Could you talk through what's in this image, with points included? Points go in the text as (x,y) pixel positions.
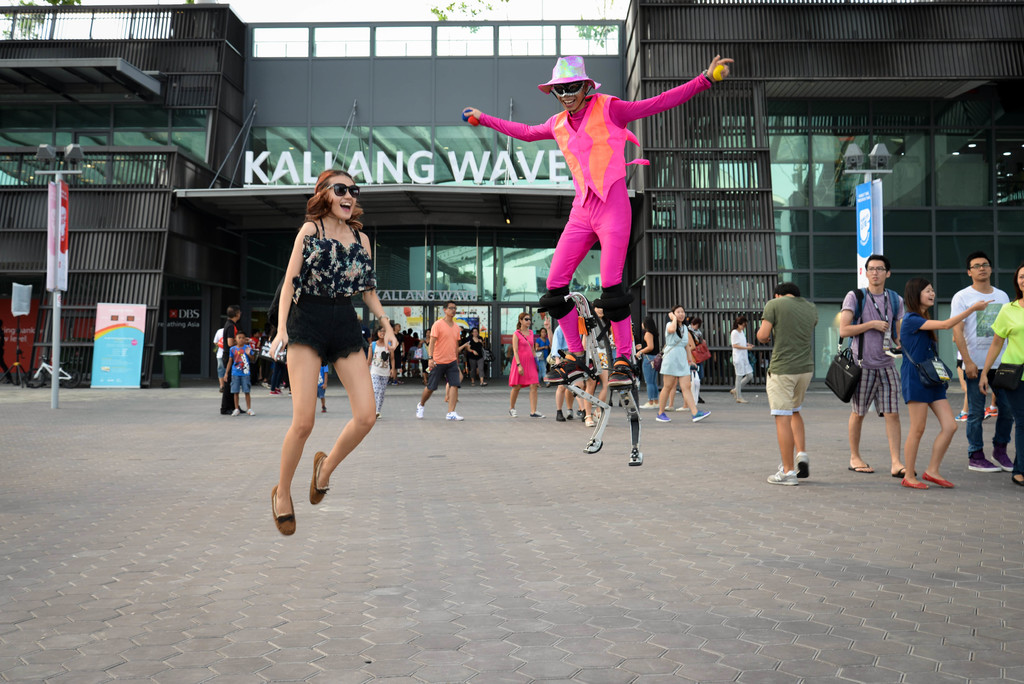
Here in this picture we can see two persons (366,391) jumping on the road (433,436) and we can see many persons (772,375) standing and walking over there and behind them we can see a store (125,193), we can see light posts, banners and hoardings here and there and in the far we can see trees (54,3) present over there.
